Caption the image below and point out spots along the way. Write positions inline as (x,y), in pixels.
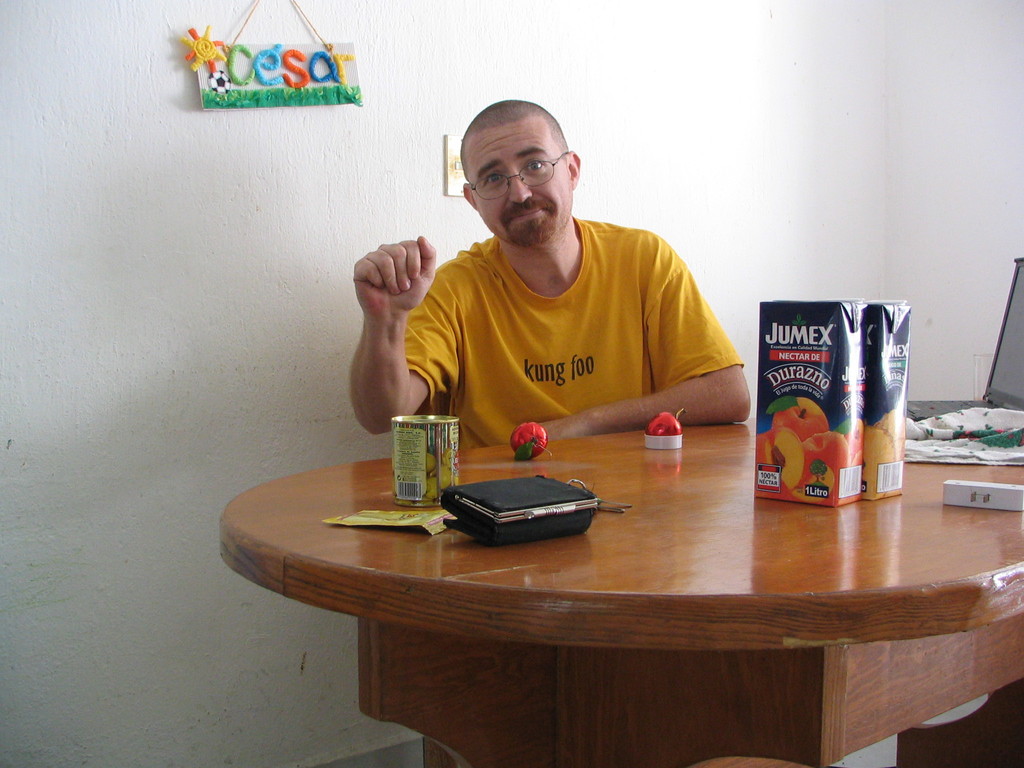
In this image I can see a person (583,239) sitting and wearing yellow dress (600,306). I can see bottles (845,363), laptop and some objects (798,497) on the brown color table (951,573). I can see a colorful board (310,103) on the white color wall (202,152).
